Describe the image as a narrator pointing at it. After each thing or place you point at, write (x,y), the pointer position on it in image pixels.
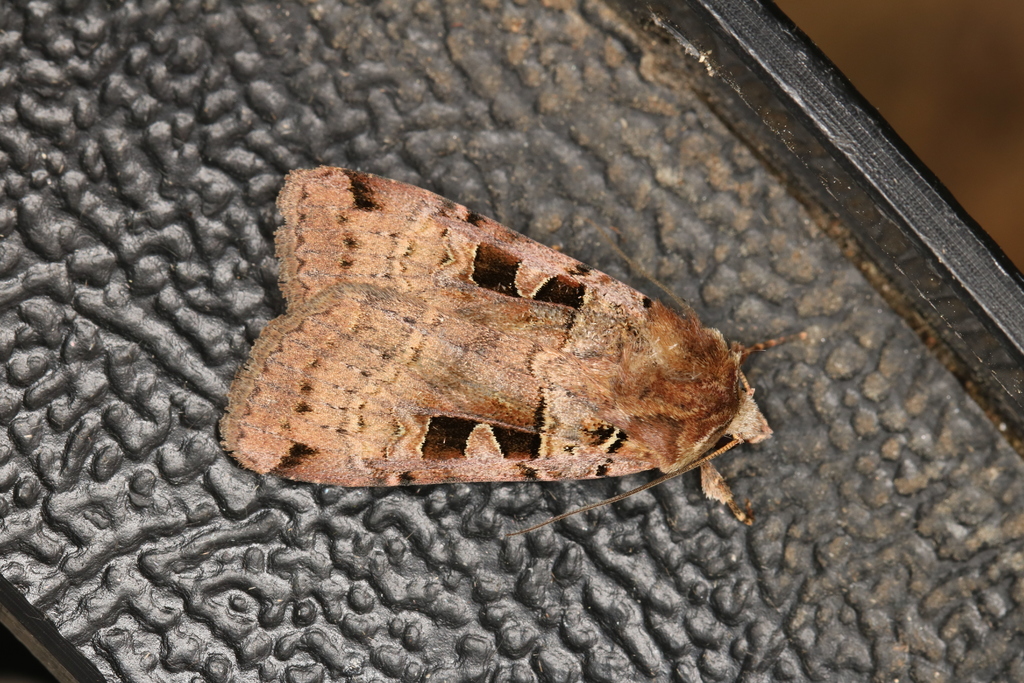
In this image, we can see an insect (428,358) which is colored brown.
